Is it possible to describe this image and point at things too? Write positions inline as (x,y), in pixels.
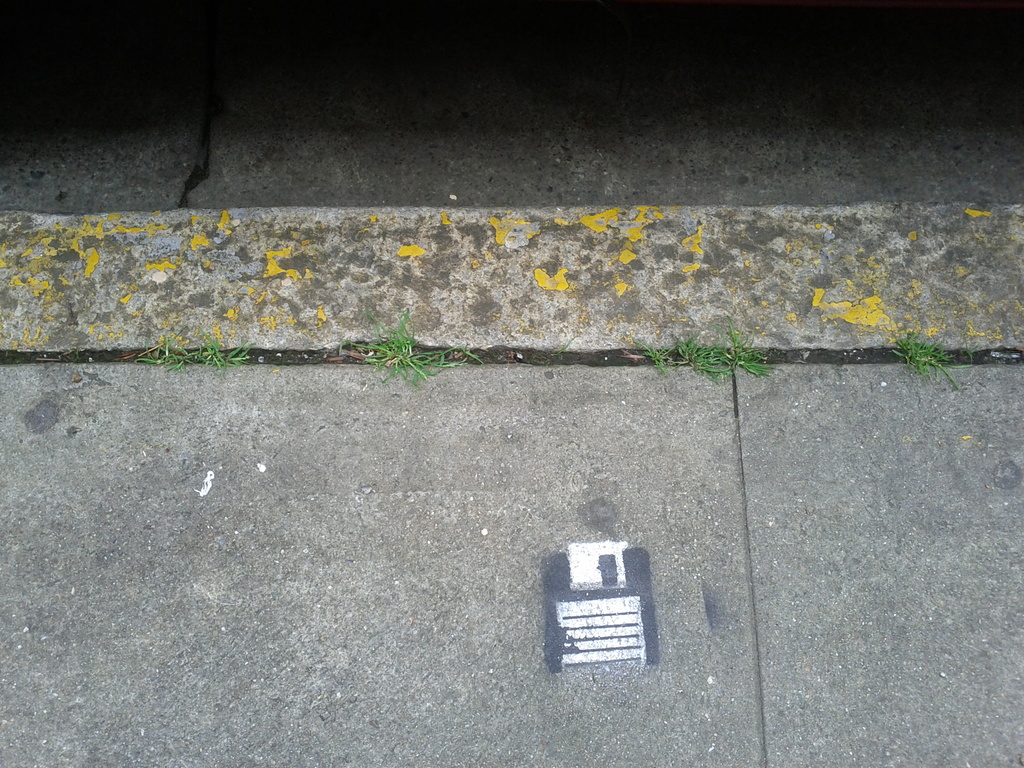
As we can see in the image there is a road (795,178).
